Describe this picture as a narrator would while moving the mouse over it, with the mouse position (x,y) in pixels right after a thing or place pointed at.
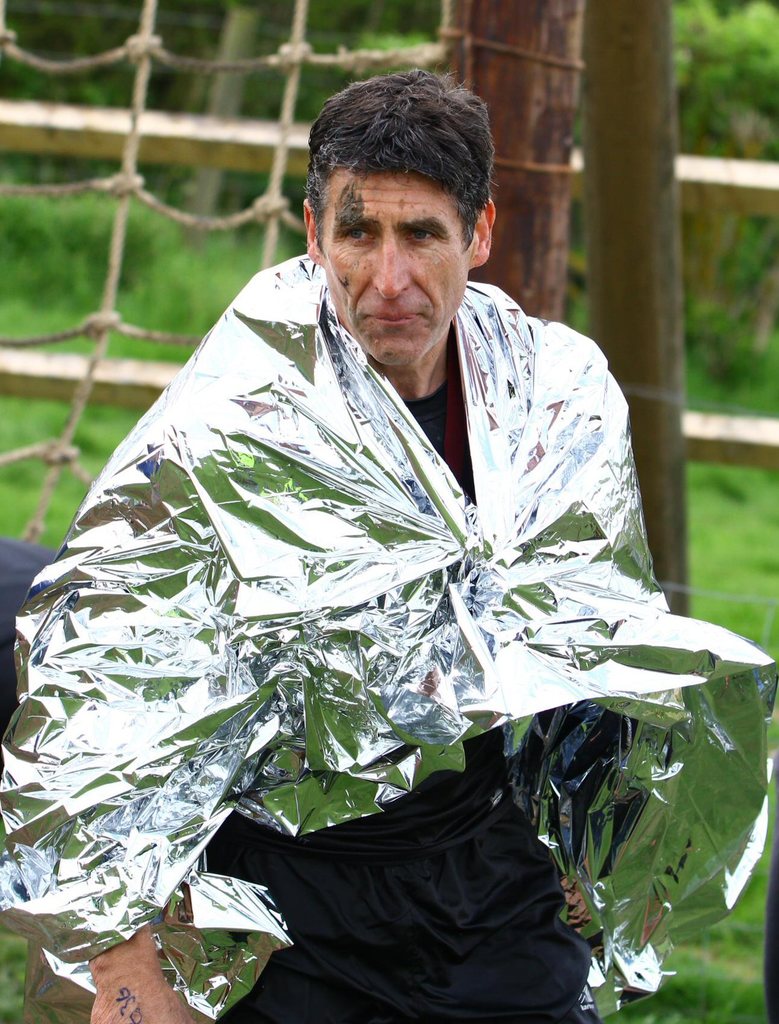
In this image we can see one man (295,877) standing and wearing a silver cover (116,681). There is one fence (704,171), one net (184,59), some objects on the ground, some wooden poles (630,188), some trees (721,20), bushes (741,95), plants (307,90) and grass (778,562) on the ground (707,382).
